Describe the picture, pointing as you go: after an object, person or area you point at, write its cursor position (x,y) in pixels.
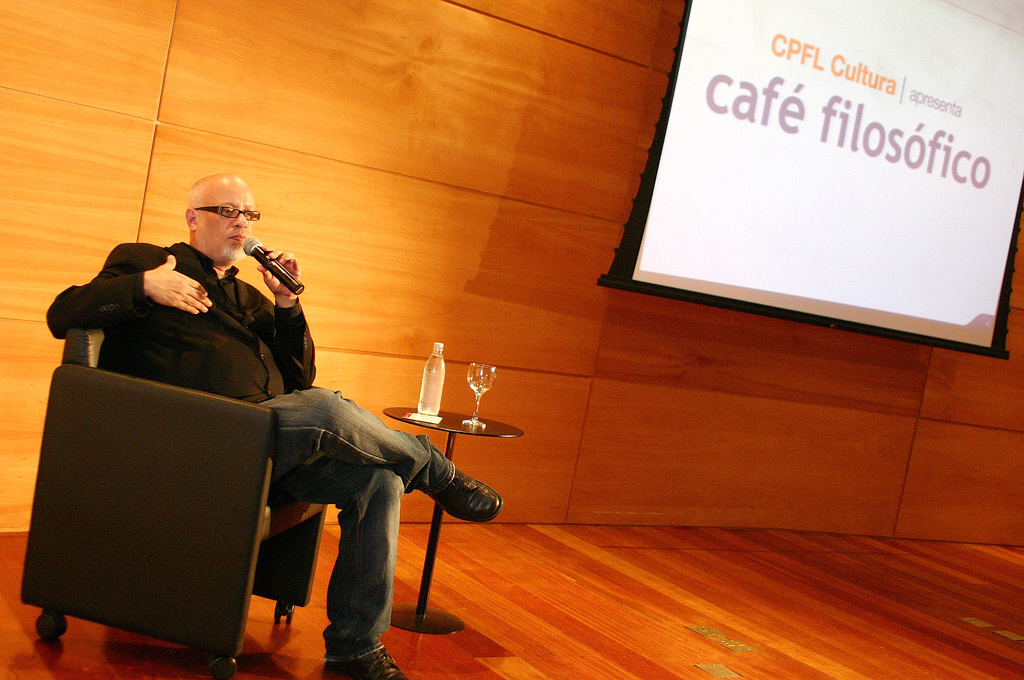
In this image in the front (229,405) there is a person (173,364) sitting on the sofa (151,391) and holding a mic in his hand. In the center (467,435) there is a table (469,431) and on the table (455,420) there is a bottle (433,388) and there is a glass (483,385). On the right side (808,255) there is a screen (857,234) which is white in colour with some text (829,123) written on it.
